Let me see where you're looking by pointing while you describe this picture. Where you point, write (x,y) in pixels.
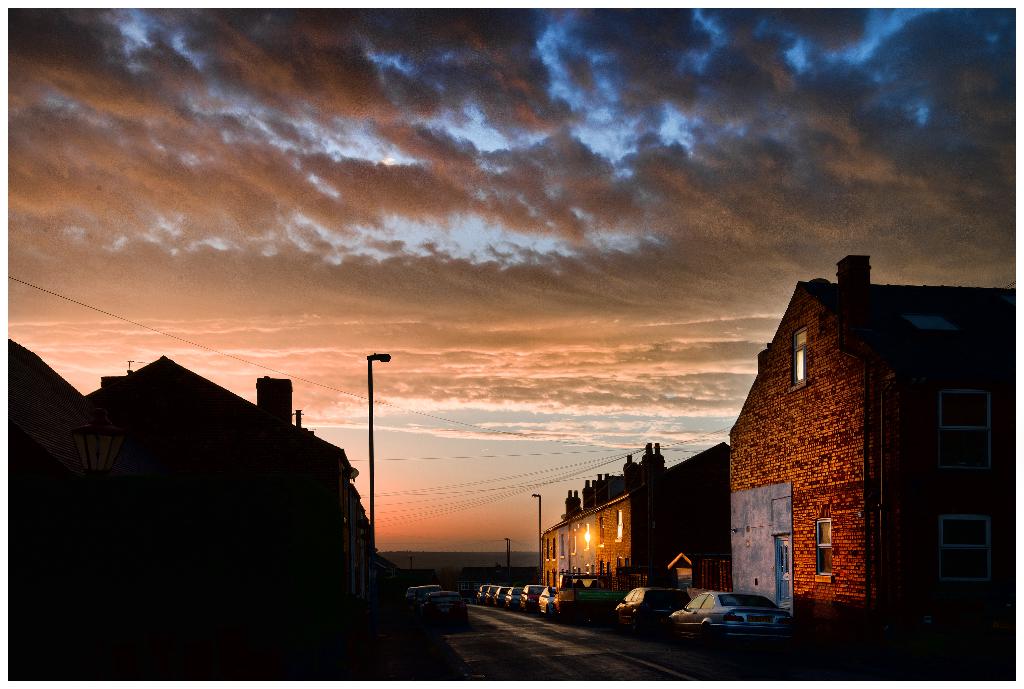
In this picture there are cars (723,594) at the bottom side of the image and there are houses (818,385) on the right (850,476) and left side of the image (125,385).
